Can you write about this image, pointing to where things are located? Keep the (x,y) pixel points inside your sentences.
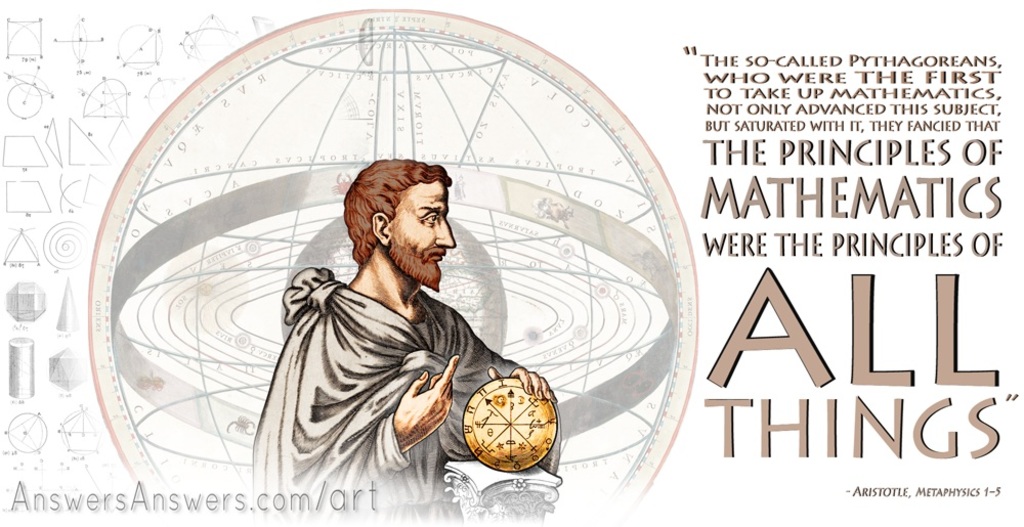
In this image I can see the person's hand (540,394) on the object (490,444). Back I can see few shapes (209,141) and something is written on it. Background (716,12) is in white color.
